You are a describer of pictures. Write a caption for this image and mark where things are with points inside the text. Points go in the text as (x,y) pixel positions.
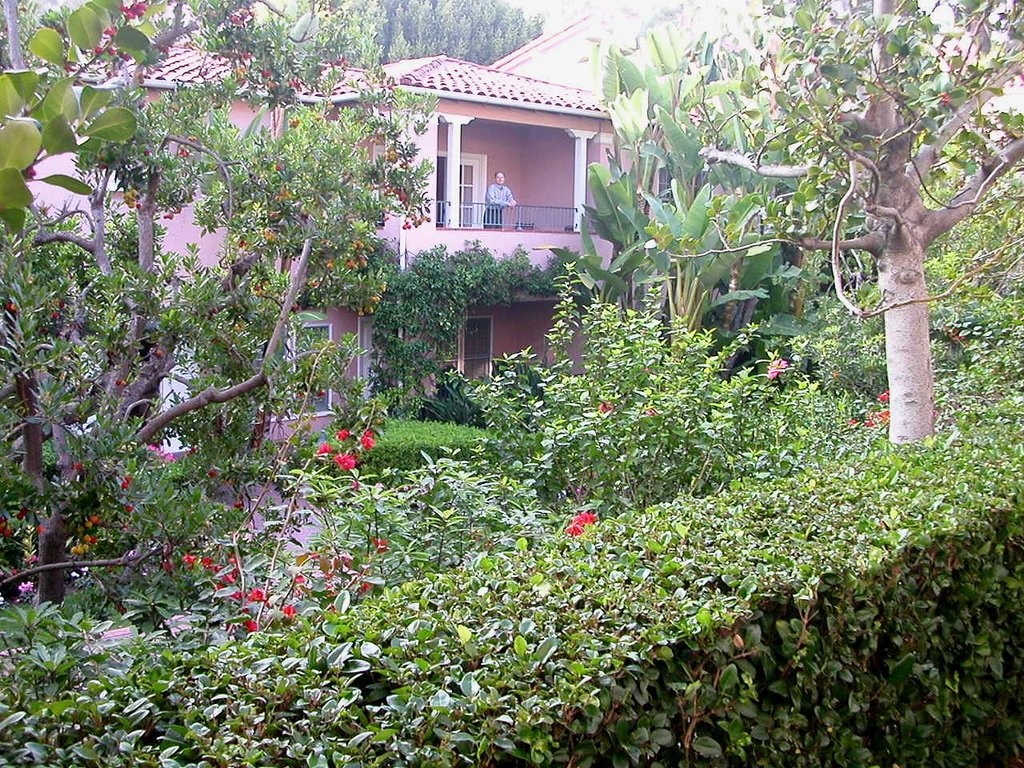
In this picture I can see the plants (547,477). I can see flower plants (638,464). I can see trees (222,333). I can see the house (420,239). I can see a person (502,204) standing. I can see the metal grill fence (484,220).
